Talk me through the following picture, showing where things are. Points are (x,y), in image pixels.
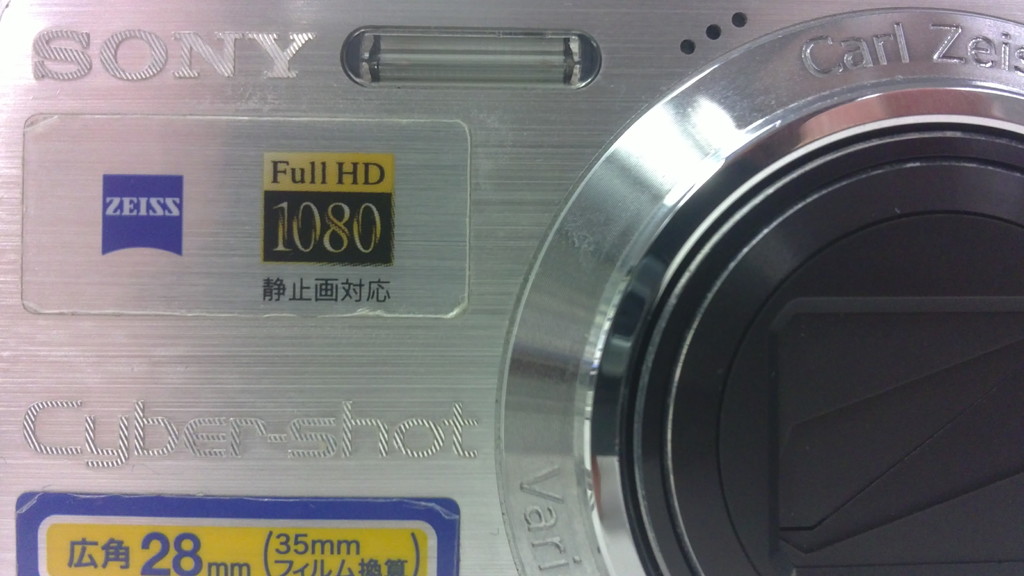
In the image in the center (567,252) we can see one camera (490,180). On camera (330,367), it is written as "Sony Cyber Shot".
